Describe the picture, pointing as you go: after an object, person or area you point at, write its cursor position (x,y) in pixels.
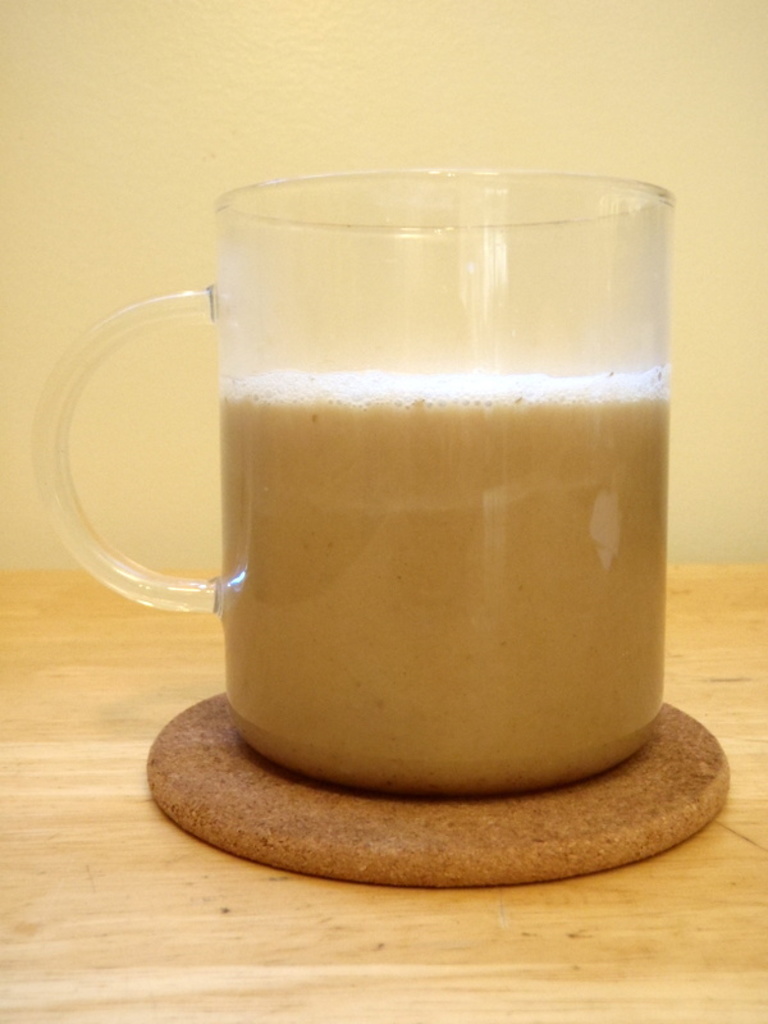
In this image we can see some liquid (426,535) in the mug (490,613). There is an object (560,835) below the mug (422,523). There is a wooden surface (726,928) at the bottom of the image (743,867). We can see the wall (417,111) in the image.
